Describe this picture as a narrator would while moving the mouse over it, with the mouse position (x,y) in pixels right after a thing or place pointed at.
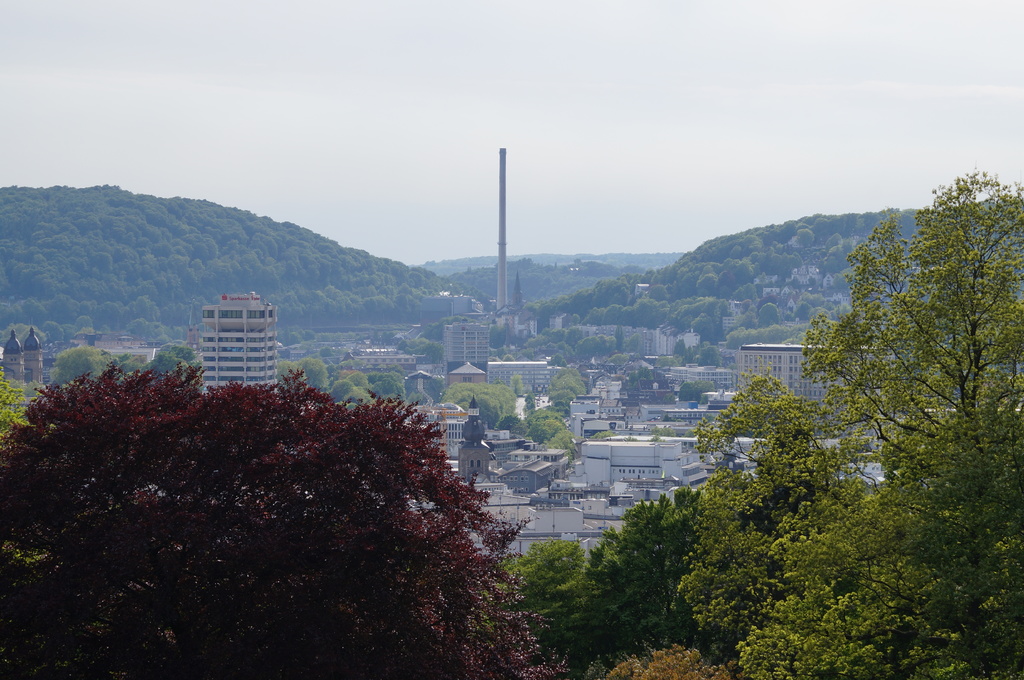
In this picture we can see trees (677,618) and in the background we can see buildings (759,446), mountains (697,308), sky (216,174).
